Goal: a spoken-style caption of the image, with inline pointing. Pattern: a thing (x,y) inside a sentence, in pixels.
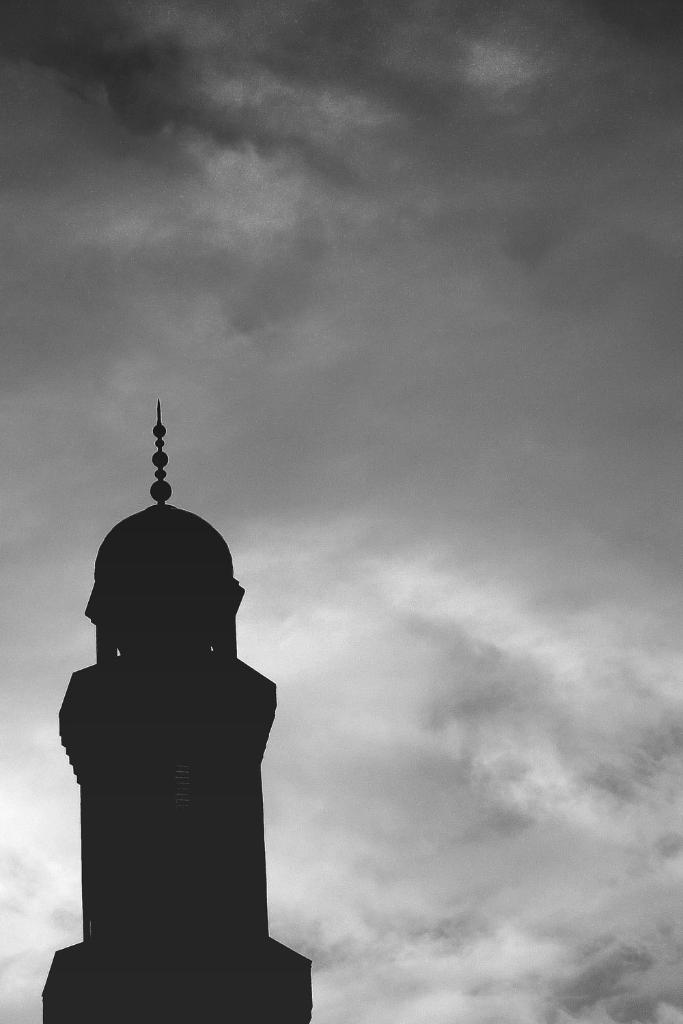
In this image in the front (208,729) there is tower (178,715) and in the background (397,500) the sky (381,396) is cloudy.
